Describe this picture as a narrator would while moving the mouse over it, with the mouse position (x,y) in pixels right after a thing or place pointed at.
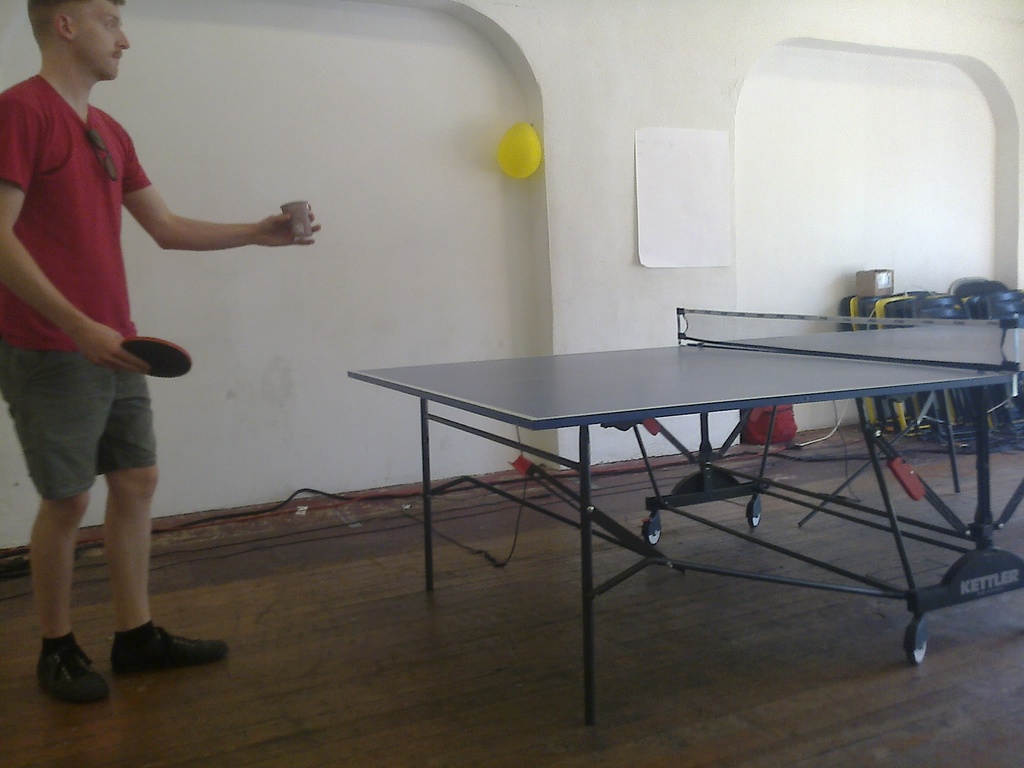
In this image we can see a table tennis (719,376). On the left (121,545) there is a man (136,558) standing and holding a bat (174,363). In the background (445,184) there is a wall (739,267) and we can see a paper (702,262) and a balloon (526,156) placed on the wall (864,207). We can see chairs (943,307).
